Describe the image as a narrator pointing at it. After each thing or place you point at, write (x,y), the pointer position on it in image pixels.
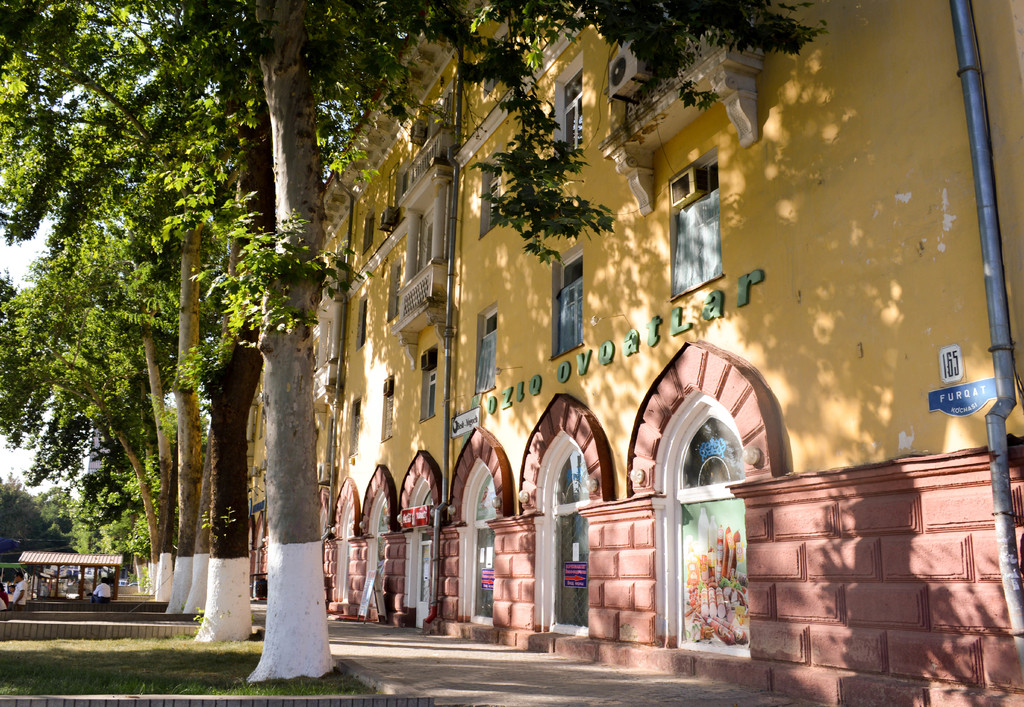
In this image I can see few buildings (700,325), windows (561,525), trees (185,248), sheds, pipes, few people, boards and the sky (38,240).
